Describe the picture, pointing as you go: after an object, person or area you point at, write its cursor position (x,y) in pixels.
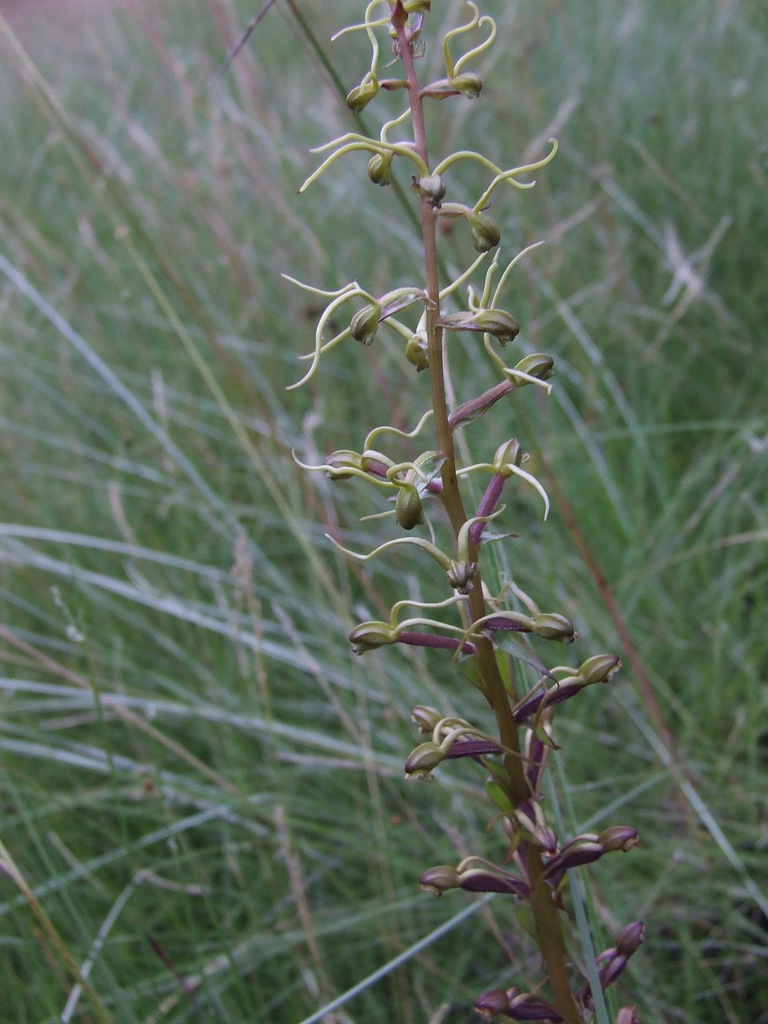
In the center of the image (384,468) there is a plant (553,986) with flower buds (491,878). In the background of the image (613,302) there is grass (270,566).
